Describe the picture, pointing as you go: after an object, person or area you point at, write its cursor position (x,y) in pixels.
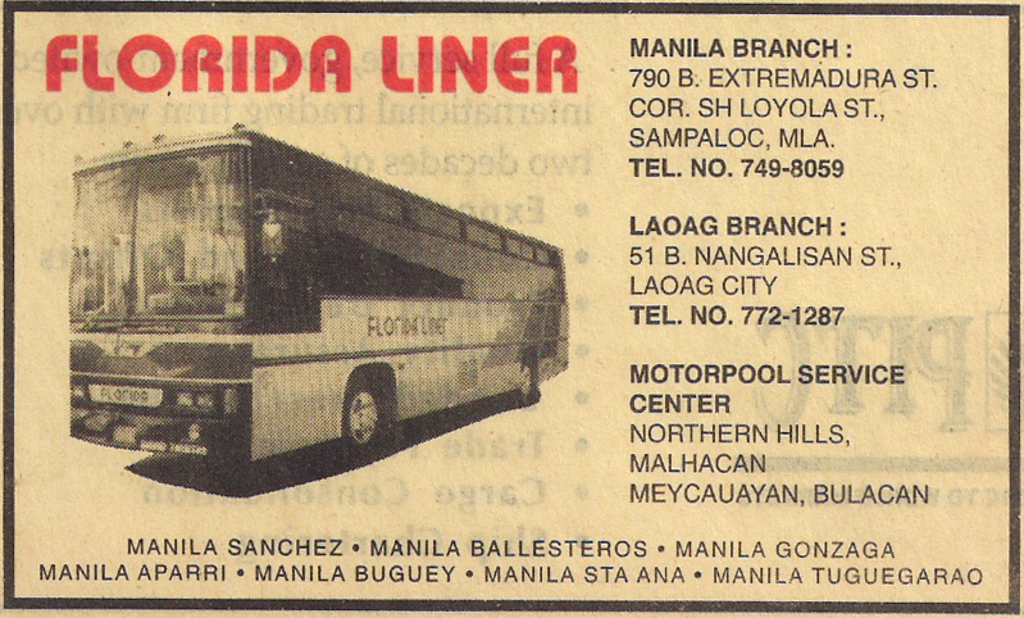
In the picture I can see the poster (319,236). On the poster (351,271) I can see a bus (313,244) on the left side (263,218) and there is a text (784,247) on the right side (736,426).
